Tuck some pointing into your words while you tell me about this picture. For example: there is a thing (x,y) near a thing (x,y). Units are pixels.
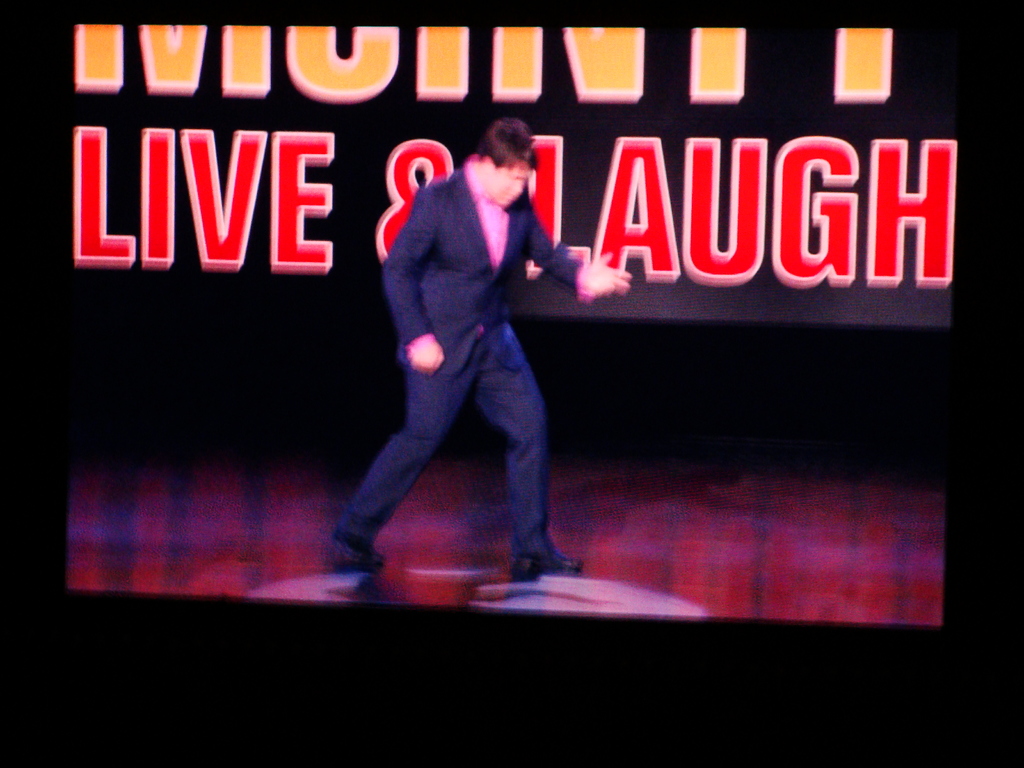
In this picture we can see a person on the stage (746,509) and in the background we can see some text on it.
